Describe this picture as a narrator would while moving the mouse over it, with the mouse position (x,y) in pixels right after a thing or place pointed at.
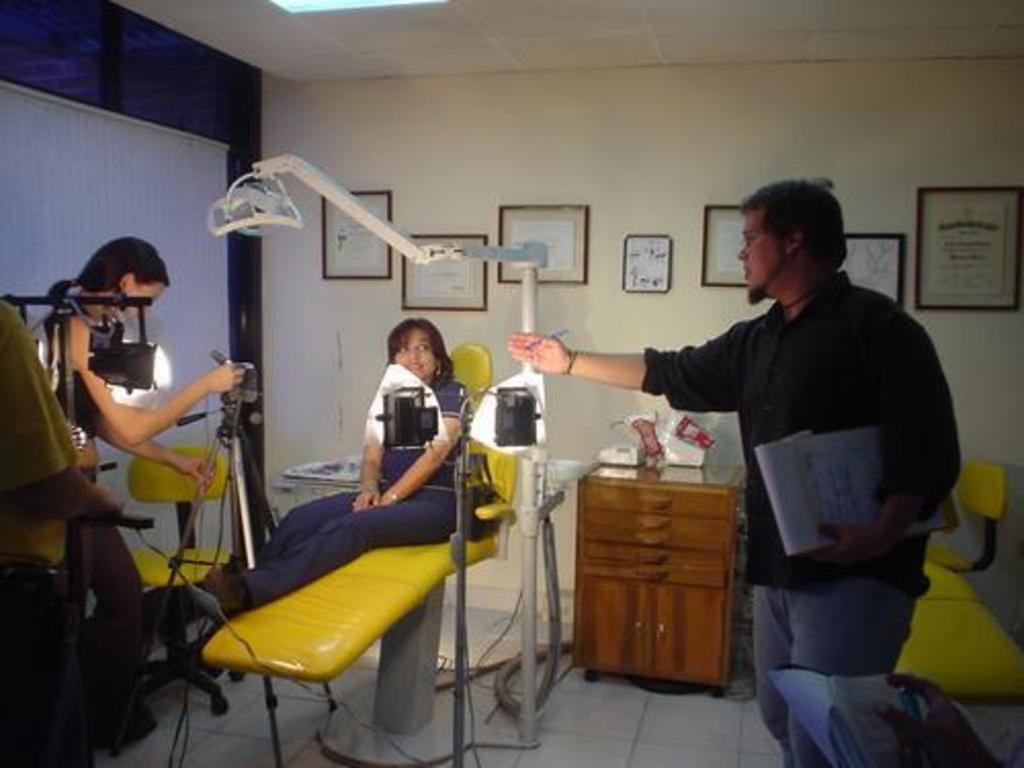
In this Image I can see some people (763,540). One person (776,574) is holding the papers (782,522) and another person (331,569) is sitting on the yellow color surface (307,641). To the left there is a machine (545,511) and I can see the brown color cupboard (585,538) to the side and there are some objects (637,429) on it. In the back (470,269) there are boards (572,212) to the wall (414,187).
